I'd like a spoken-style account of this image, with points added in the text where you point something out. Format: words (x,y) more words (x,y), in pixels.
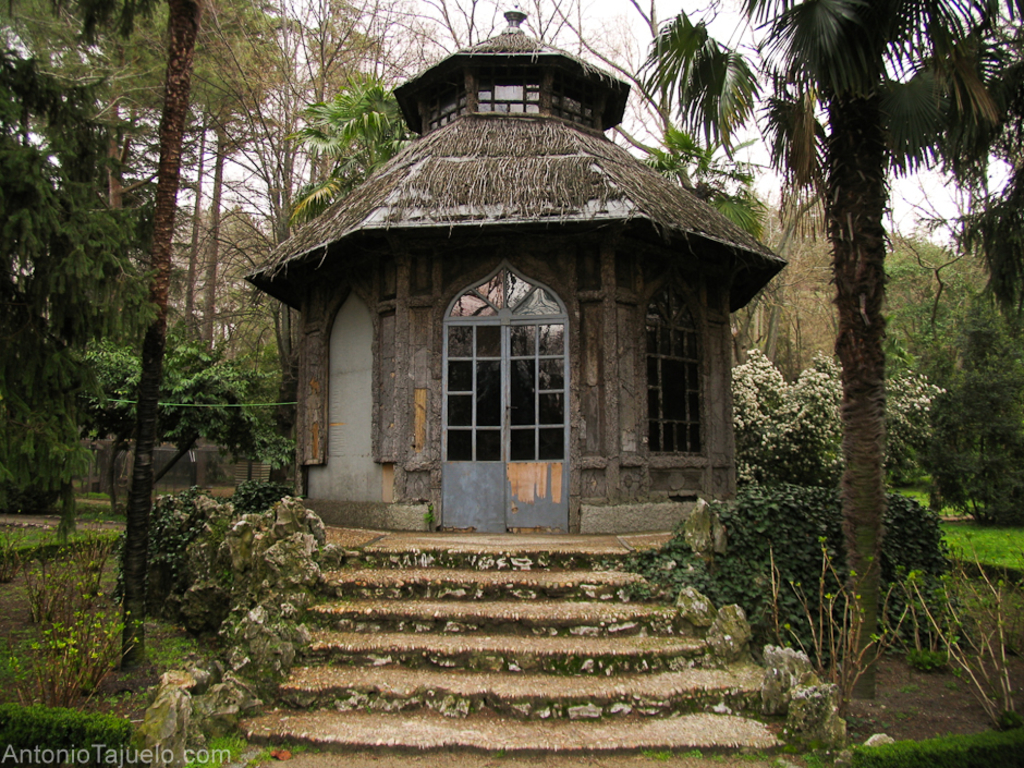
As we can see in the image there is a house (512,455), stairs (509,589), grass (972,546), plants (889,576) and trees (971,214). On the top (611,19) there is a sky (590,16).
